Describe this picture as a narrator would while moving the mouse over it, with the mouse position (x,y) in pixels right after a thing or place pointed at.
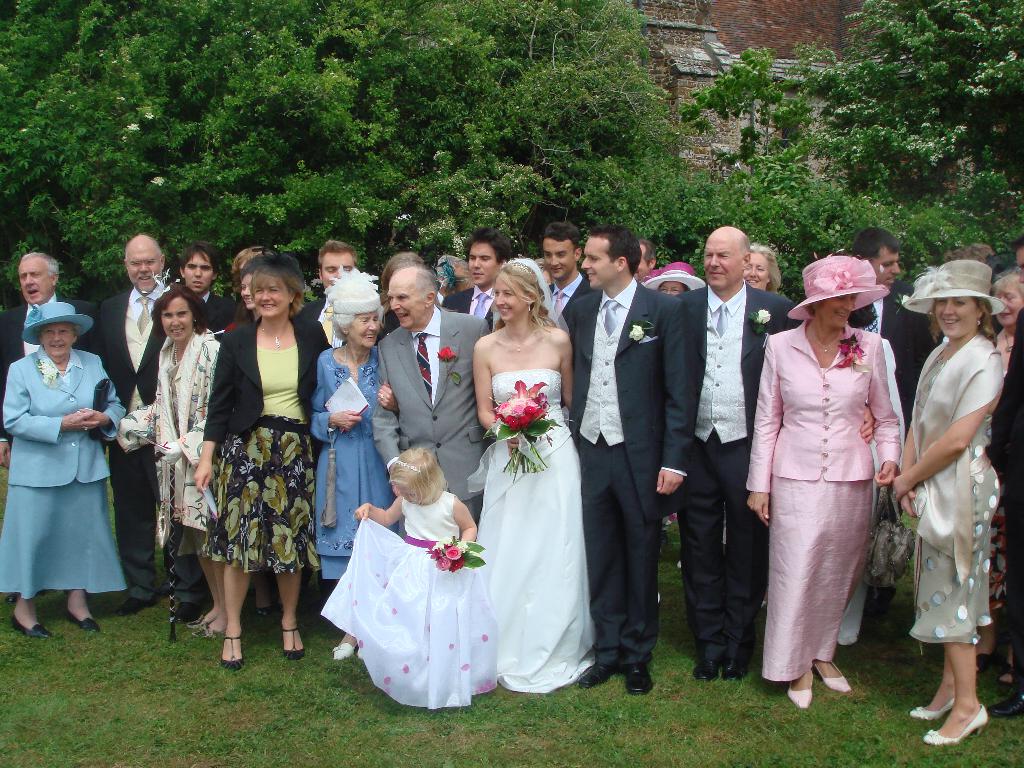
In the foreground of the picture (419,322) we can see group of people (200,539) and grass (629,705). In the background (353,115) there are trees (636,35) and a building (712,76).
